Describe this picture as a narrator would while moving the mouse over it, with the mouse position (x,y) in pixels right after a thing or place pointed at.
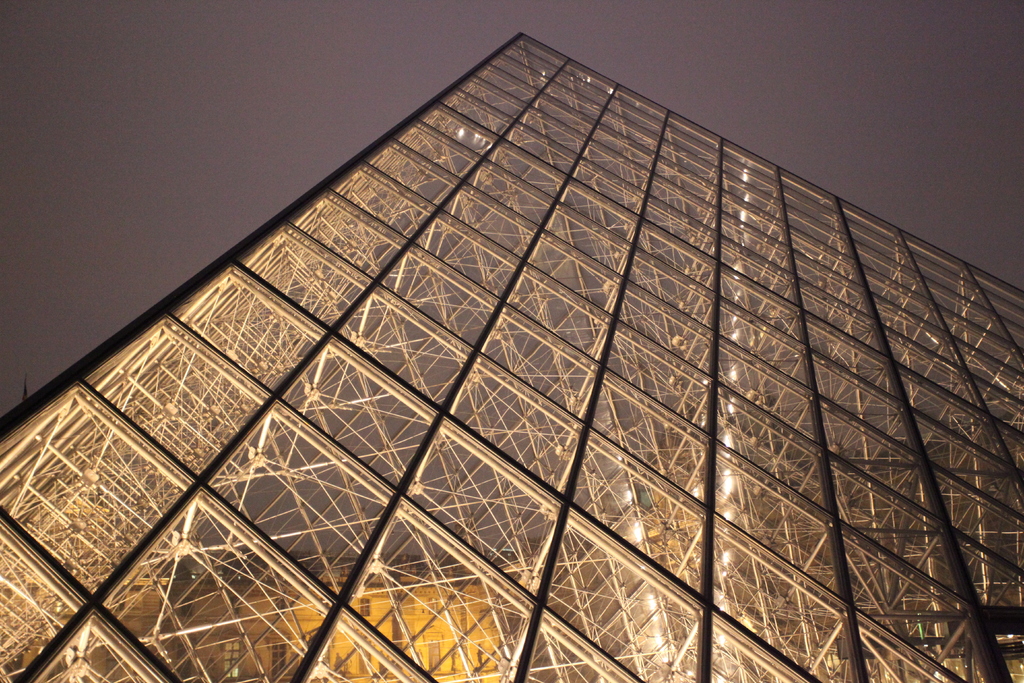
In this image we can see a structure (353,429) which looks like a building (587,372) and at the top (330,142) we can see the sky (250,144).
